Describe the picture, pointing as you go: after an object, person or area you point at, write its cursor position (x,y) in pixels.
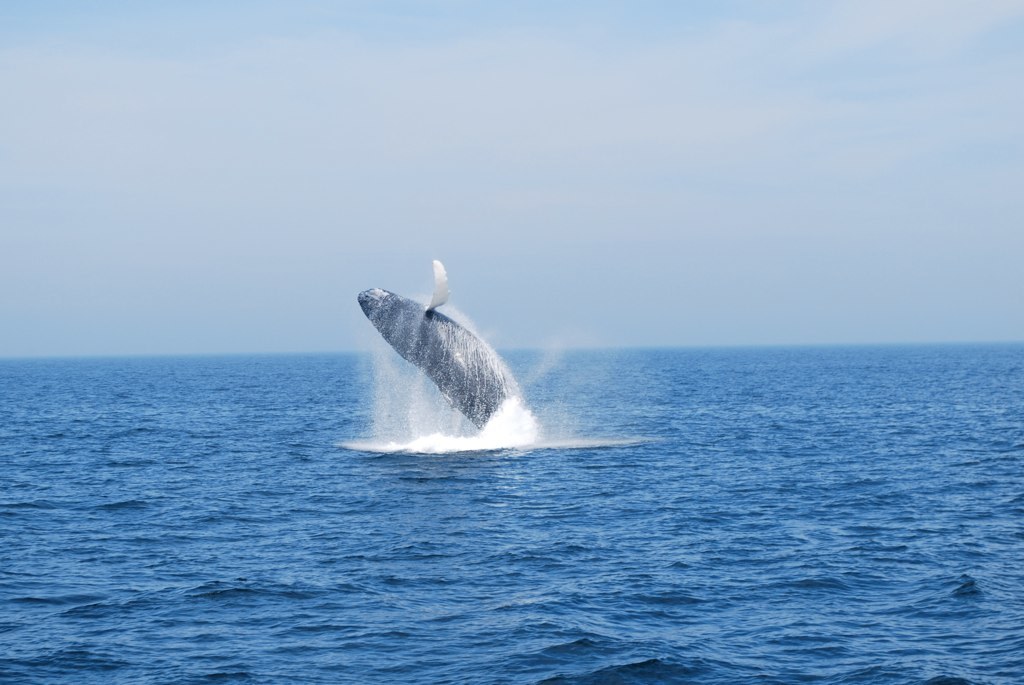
In this image I can see water (382,463) and a whale (487,357). In the background (334,129) I can see the sky (348,208).
